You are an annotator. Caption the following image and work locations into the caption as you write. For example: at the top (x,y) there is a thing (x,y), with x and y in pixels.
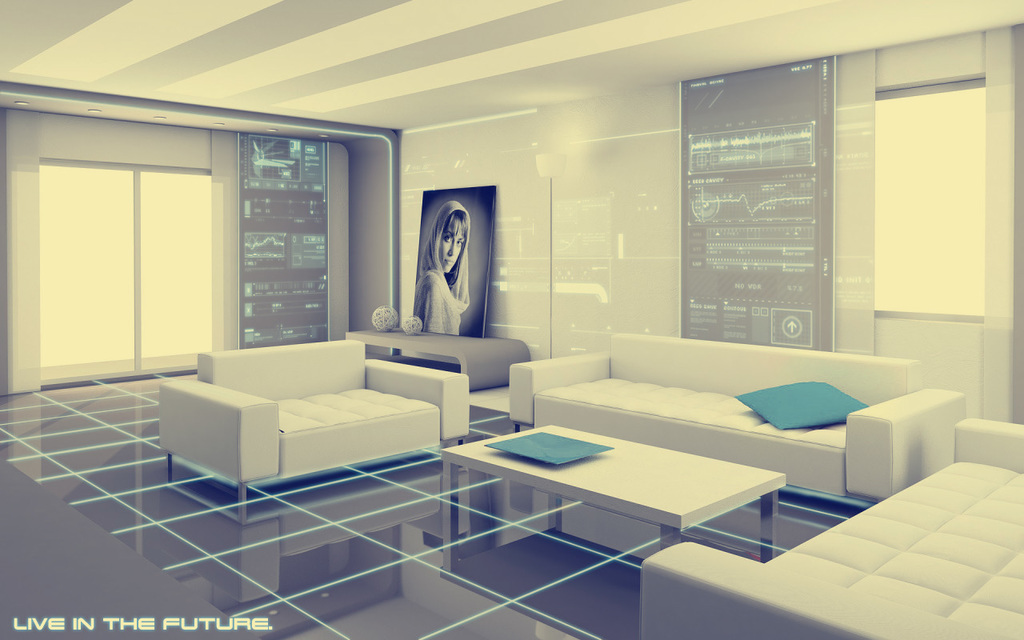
This is an indoor picture. Here we can see sofas (321,391) and table (605,475) in white colour. This is a floor (214,541). We can see frame (450,227) of a woman (459,297) on the table (444,337). Here we can see two screens (774,188). On the background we can see door (155,281). At the top (305,130) we can see ceiling (246,74) and lights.
